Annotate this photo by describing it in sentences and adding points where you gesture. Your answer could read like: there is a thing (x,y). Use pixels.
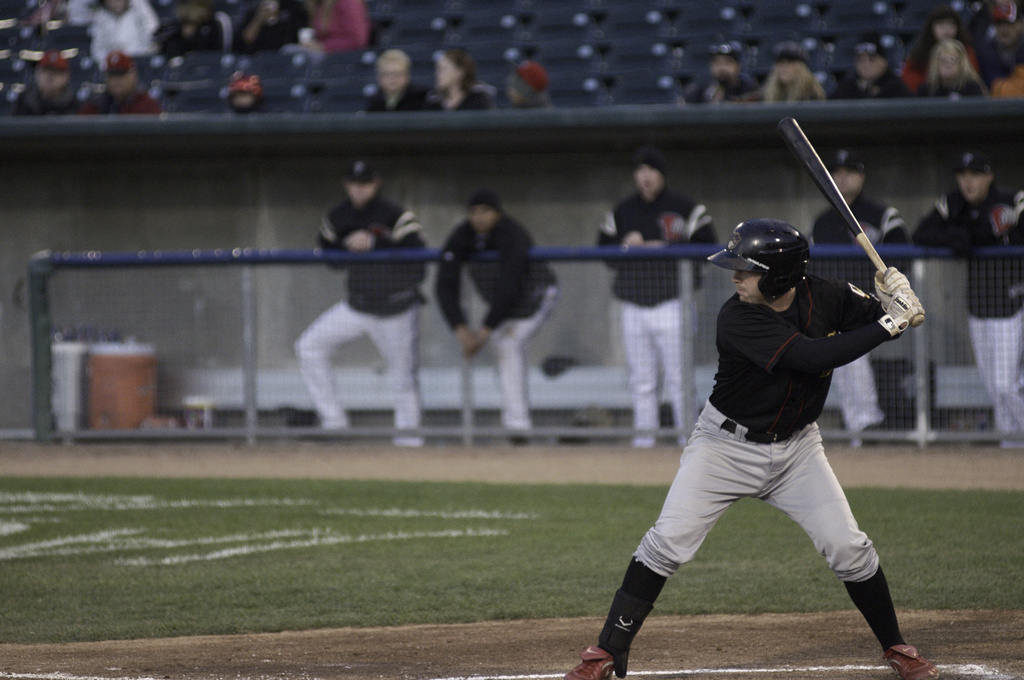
This image is taken in a stadium (957,555). In this image there is a person (804,412) standing and he is holding a baseball bat (784,125), he is ready to give his shot, behind him there are few spectators (52,89).
